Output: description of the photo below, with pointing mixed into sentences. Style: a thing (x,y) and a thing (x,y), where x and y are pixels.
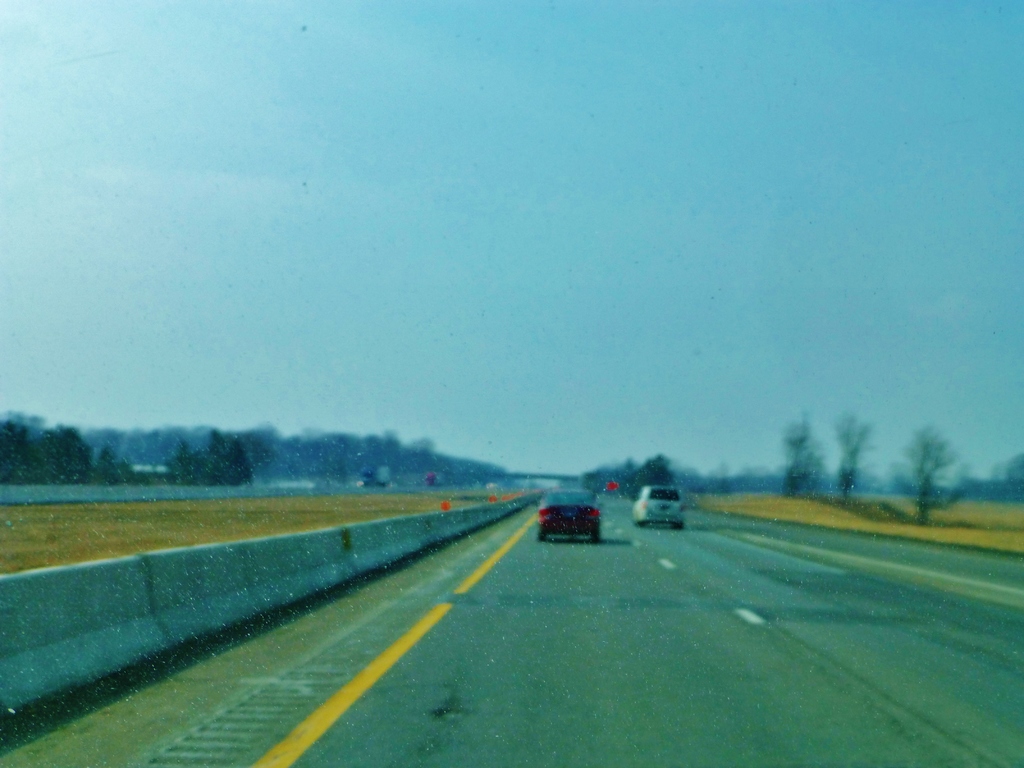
In this image we can see the vehicles (650,516) on the road (270,486), there are some trees (181,474), grass (178,516), road divider (34,665) and a bridge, in the background (250,421) we can see the sky (972,212).
